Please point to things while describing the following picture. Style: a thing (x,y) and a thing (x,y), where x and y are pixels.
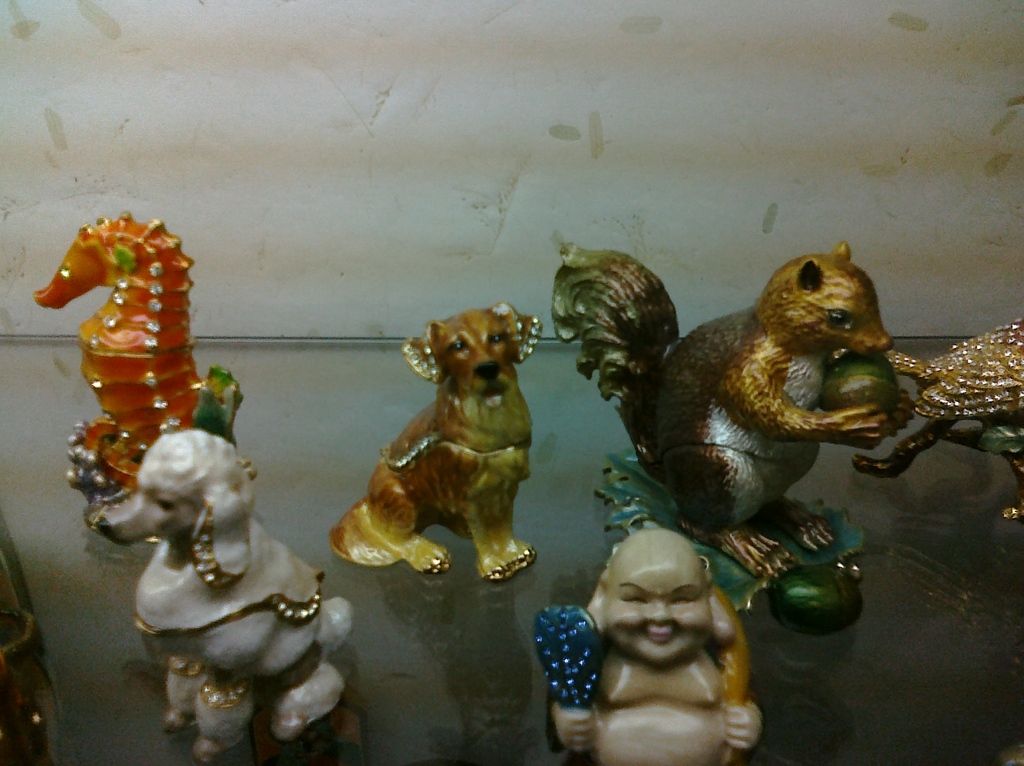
In the image we can see there are toys (362,543) of different shape and size. Here we can see the wall (418,107).
